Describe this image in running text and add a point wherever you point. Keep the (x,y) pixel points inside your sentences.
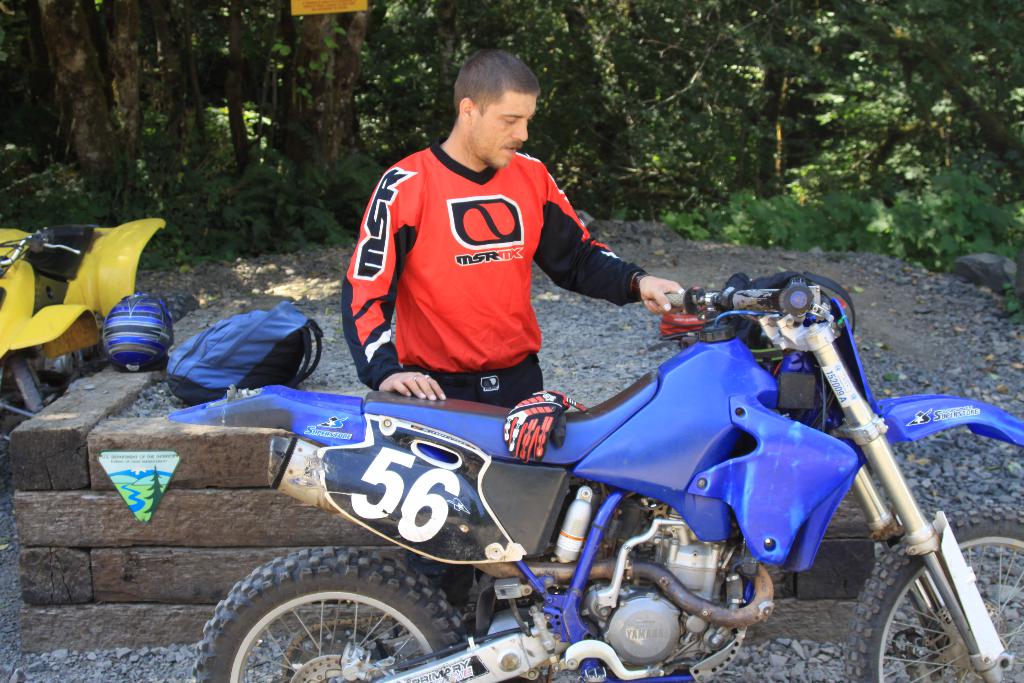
In this picture we can see a man (392,306), bag (268,313), helmet (133,321), wooden objects (184,496), bikes (89,302), stones (842,671) on the ground (828,677) and a glove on a bike (549,547) and in the background (133,79) we can see trees (681,95).
